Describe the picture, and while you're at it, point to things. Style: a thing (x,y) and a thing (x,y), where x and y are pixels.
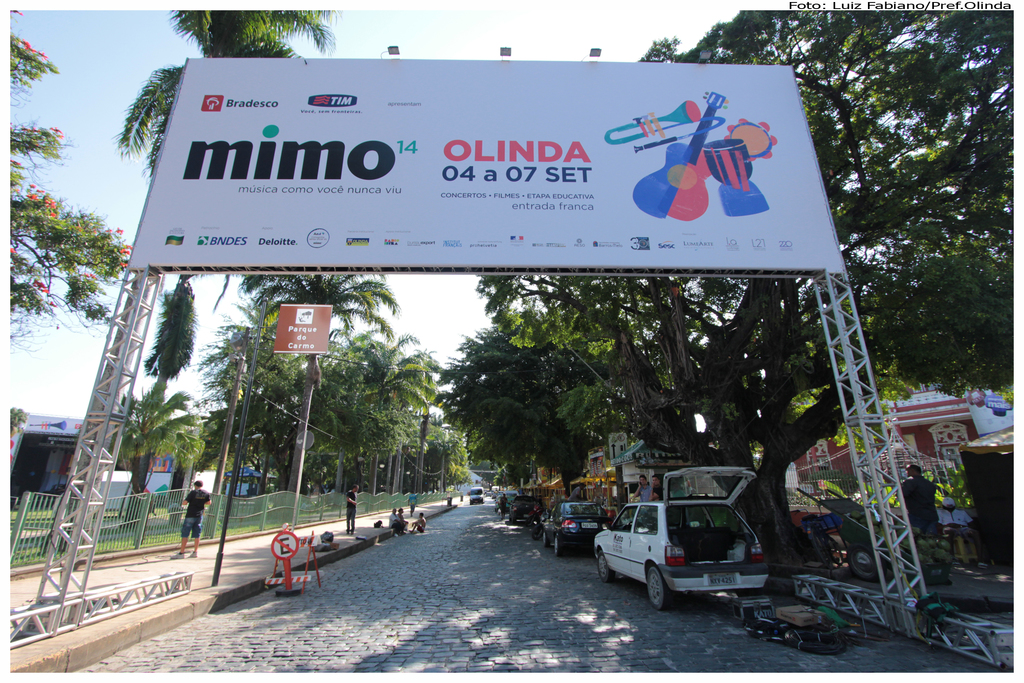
In this image we can see a hoarding (644,253). At the bottom (573,527) there are cars (566,514) on the road (432,561) and we can see people (195,526). In the background (241,385) there are trees (366,434), fence (322,511), shed (1005,466), trolley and sky (578,56).
